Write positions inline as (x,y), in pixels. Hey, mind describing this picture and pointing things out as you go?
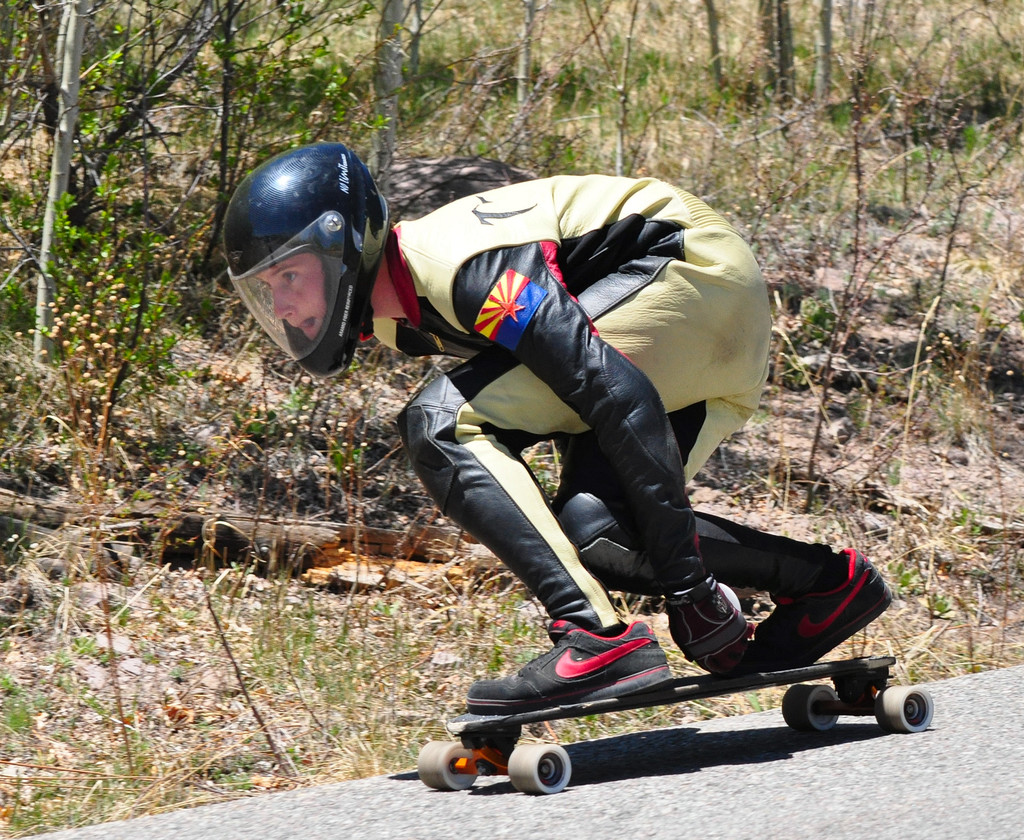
In the image there is a woman (482,326) in sports dress (458,349) and helmet (337,199) skating with skateboard (493,748) on road (314,836) and behind her there are trees (143,54) and plants (911,396) on the land (855,506).
